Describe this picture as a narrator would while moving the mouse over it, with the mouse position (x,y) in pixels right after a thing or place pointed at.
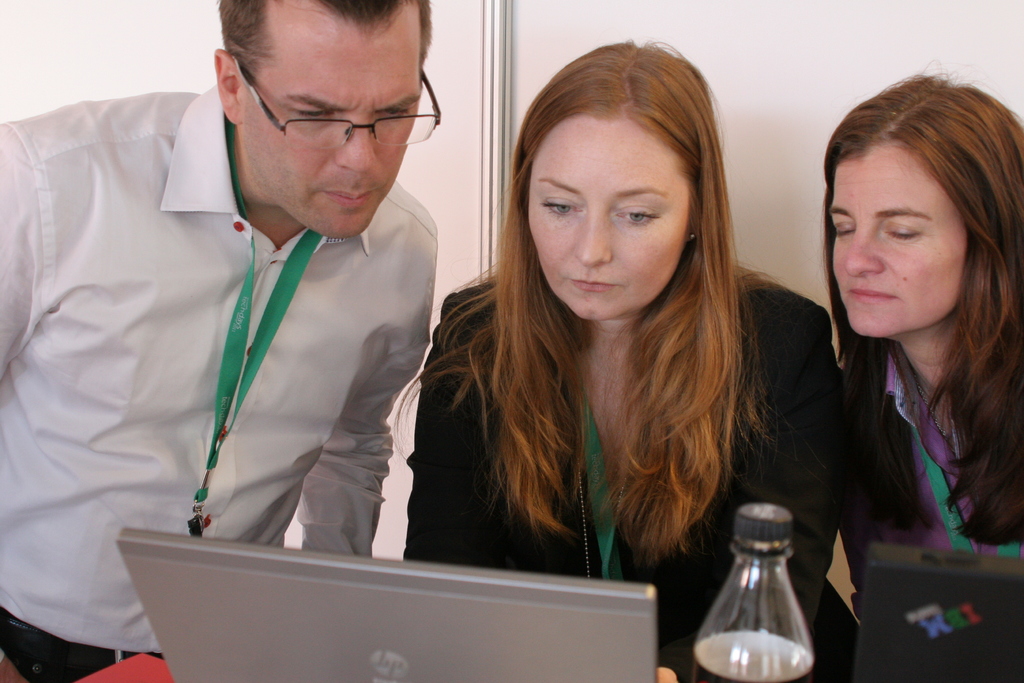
There are three people (659,298) wore tags (222,392) and we can see laptop (512,631), black object (917,675) and bottle (800,676) on the platform (119,679). In the background of the image (555,28) we can see wall (738,73).
